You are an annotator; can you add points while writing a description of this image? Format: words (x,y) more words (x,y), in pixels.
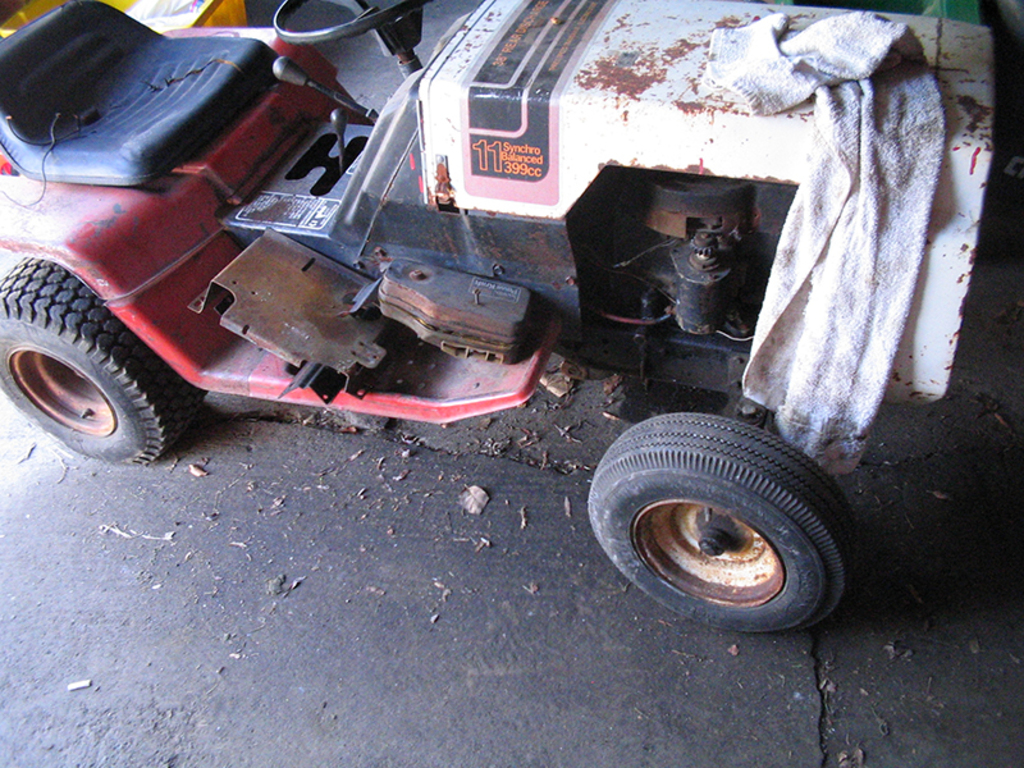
In this image we can see a motor vehicle (655,316) and a cloth (844,199) placed on it on the floor (487,587).
